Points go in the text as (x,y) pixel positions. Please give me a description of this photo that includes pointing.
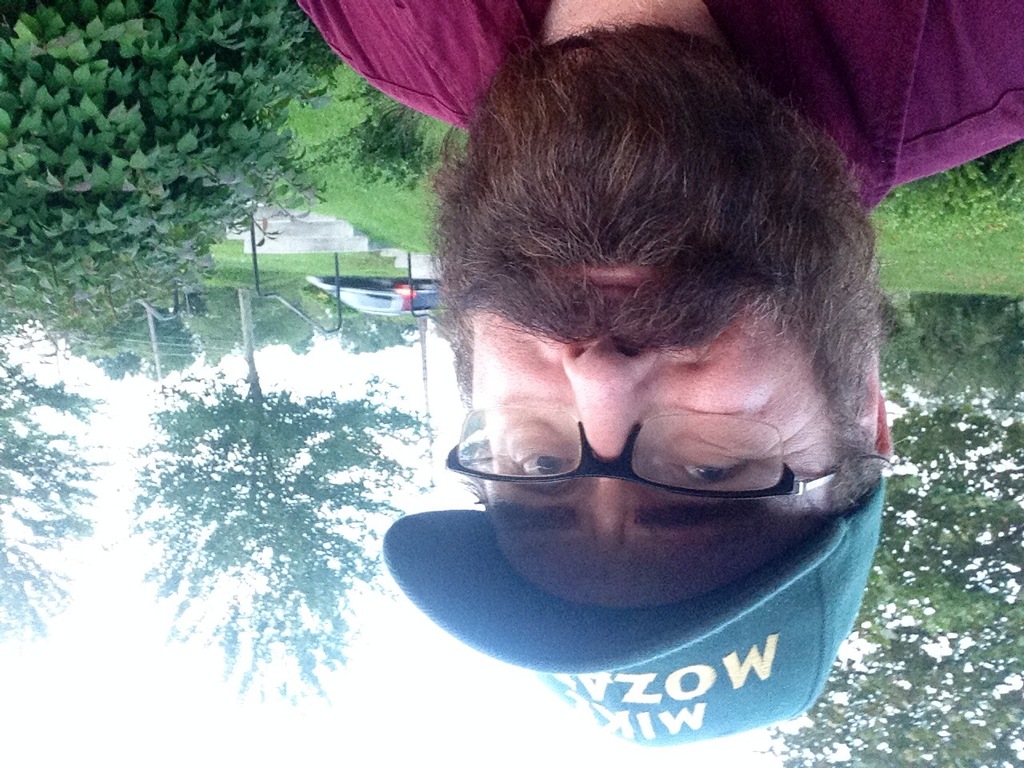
In this picture there is a person (687,391) having beard (726,316) is wearing spectacles (687,462) and a cap (738,643) and the ground (965,262) is greenery (955,251) behind him and there are trees (1002,443) in the background (139,476).
